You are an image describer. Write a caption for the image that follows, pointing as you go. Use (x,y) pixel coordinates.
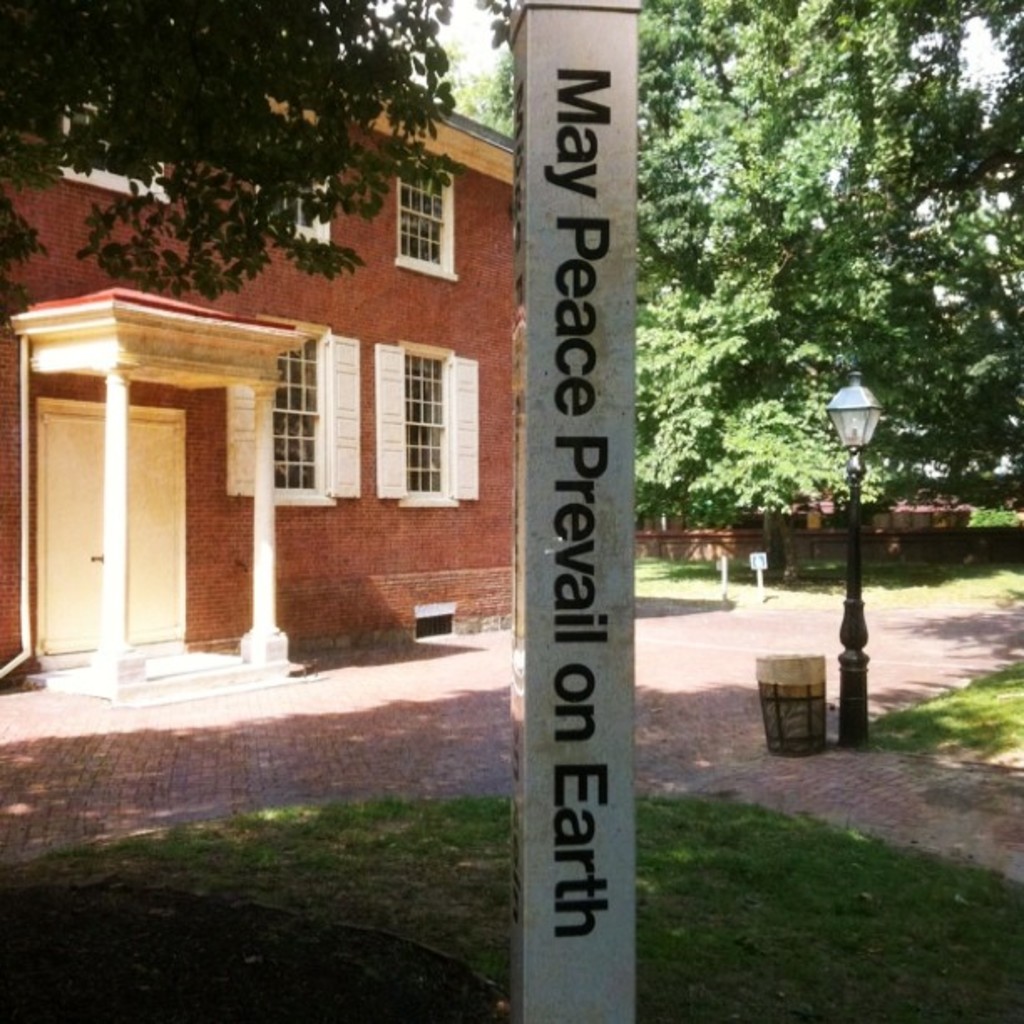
In this picture I can see letters (578,107) on the pole (602,509), there is a house (300,343), there is a light (839,421), there is a dustbin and there are trees (54,147).
